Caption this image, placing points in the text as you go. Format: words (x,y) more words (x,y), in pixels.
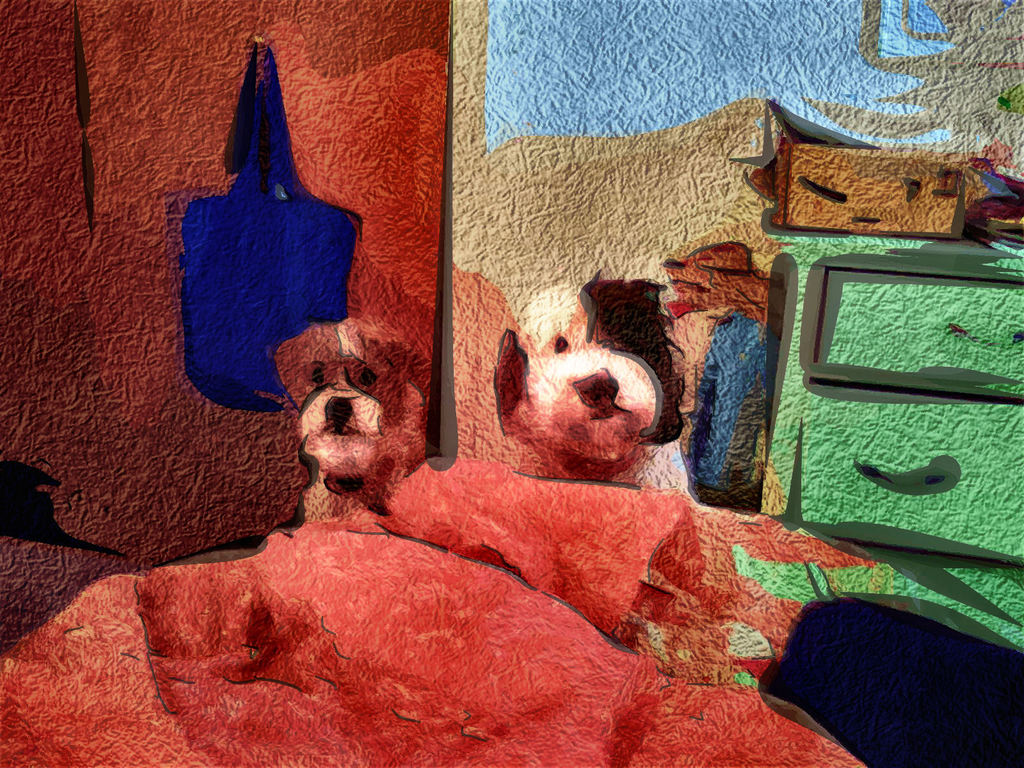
In this image I can see some colorful paintings (405,162) of animals (392,411), bag (251,280) and some other objects (870,376). It seems to be a wall painting (132,458).
